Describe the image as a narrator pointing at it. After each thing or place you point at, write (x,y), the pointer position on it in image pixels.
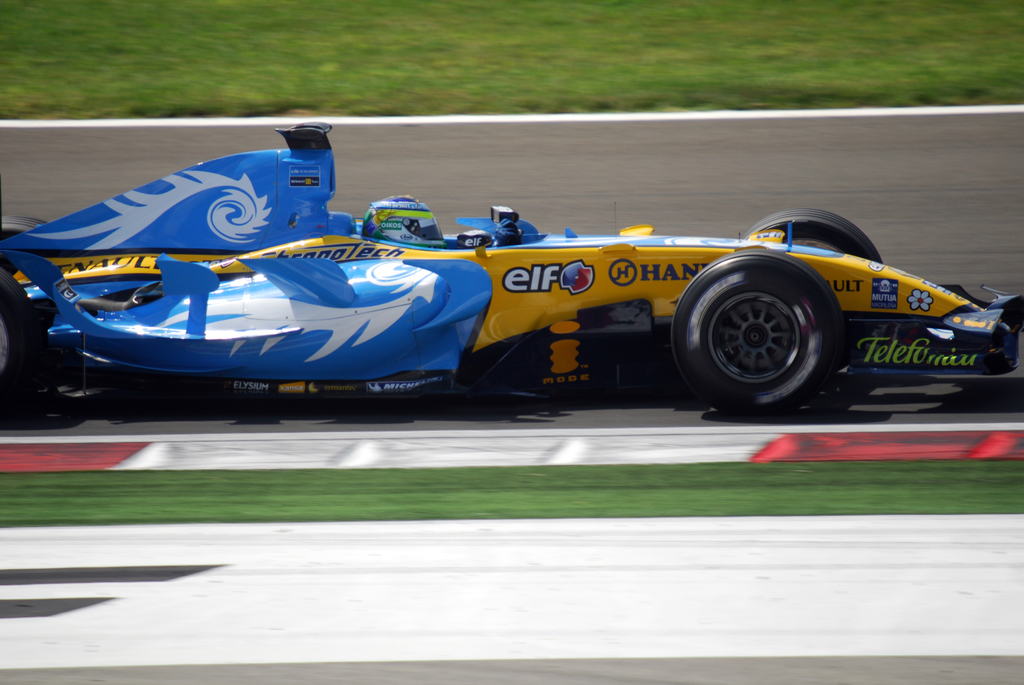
The image is taken in a formula one race. In the foreground (37,497) there is grass (221,496) and road (858,529). In the center of the picture (483,284) there is a race car (534,284) moving on the road (987,273). At the top (347,73) it is grass (315,57).
